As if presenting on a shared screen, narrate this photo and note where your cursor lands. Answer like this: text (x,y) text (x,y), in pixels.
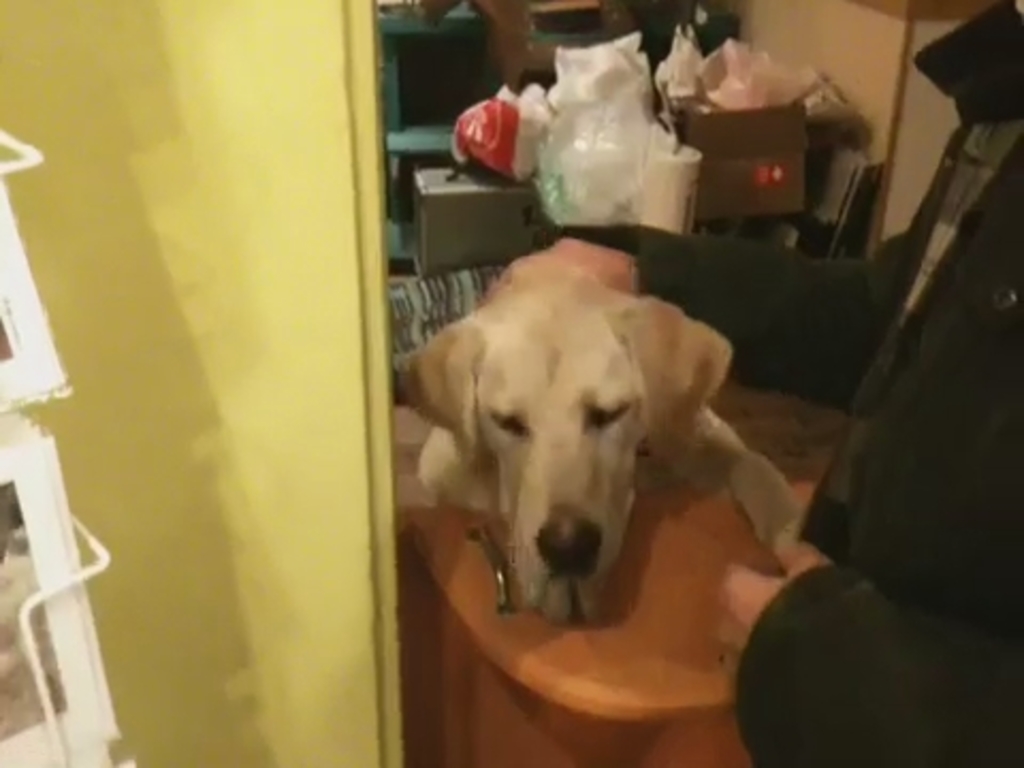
In this picture I can see a person (1023,651) holding a dog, there are cardboard boxes (764,130) and some other objects (674,57).
